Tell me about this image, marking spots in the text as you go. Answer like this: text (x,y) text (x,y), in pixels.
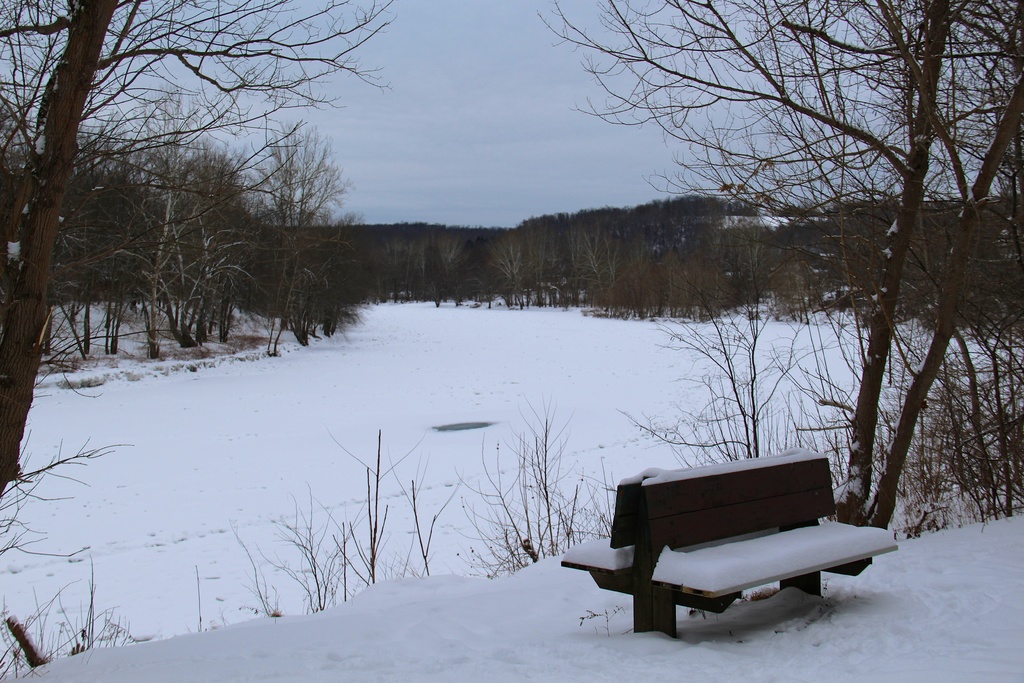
At the bottom of the image (426,631) there is snow (586,625). There is a bench (684,496). In the background of the image (593,217) there are trees (274,236). At the top of the image (390,73) there is sky (423,74).
